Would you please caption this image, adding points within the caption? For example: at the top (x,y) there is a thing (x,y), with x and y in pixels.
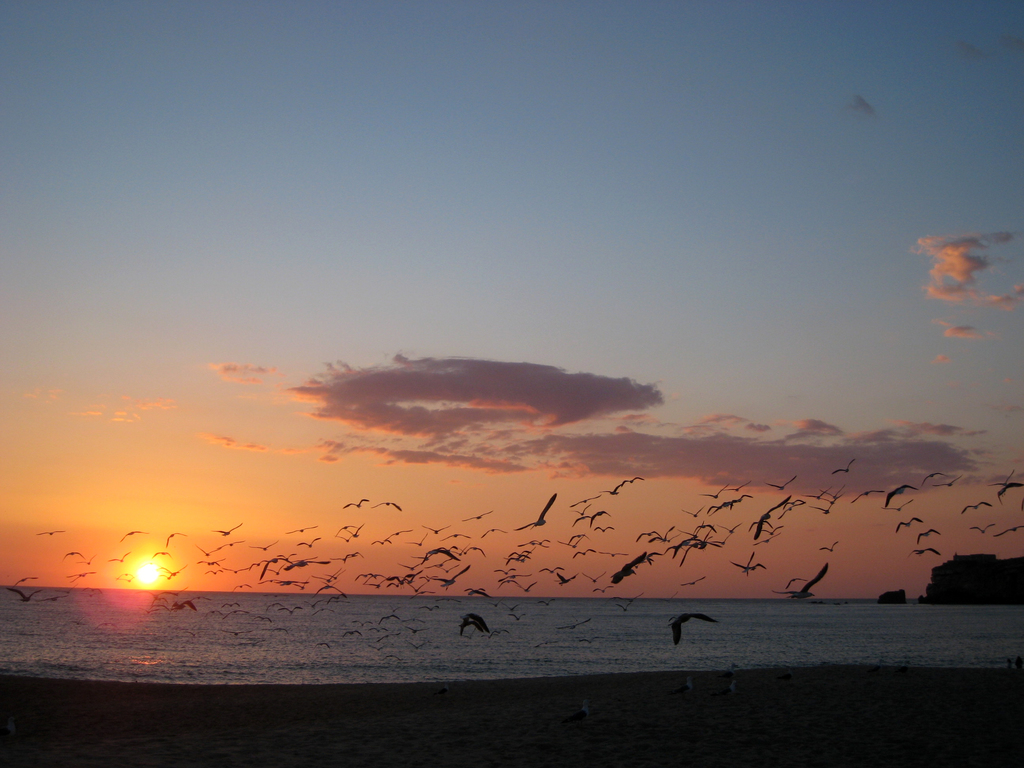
By seeing this image we can say that it may be a sunset or sunrise. In foreground of image (699,705) sand (658,766) is there. In middle (616,493) of the image we can see birds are flying, a sun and water body (490,640). On the top of the image (459,104) we can see a blue sky (430,256).
